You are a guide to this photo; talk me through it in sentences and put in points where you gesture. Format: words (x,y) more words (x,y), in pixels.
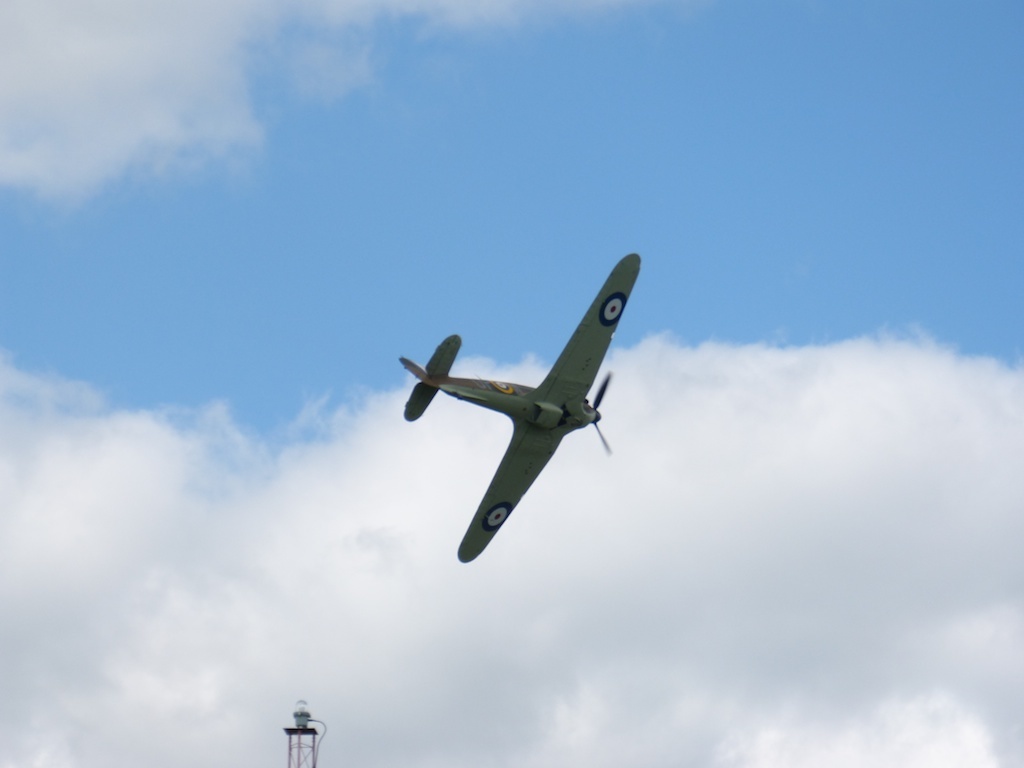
In the center of the image (493,383) we can see an aeroplane (547,428) flying in the sky (564,471). At the bottom (309,727) there is a tower (304,720).
